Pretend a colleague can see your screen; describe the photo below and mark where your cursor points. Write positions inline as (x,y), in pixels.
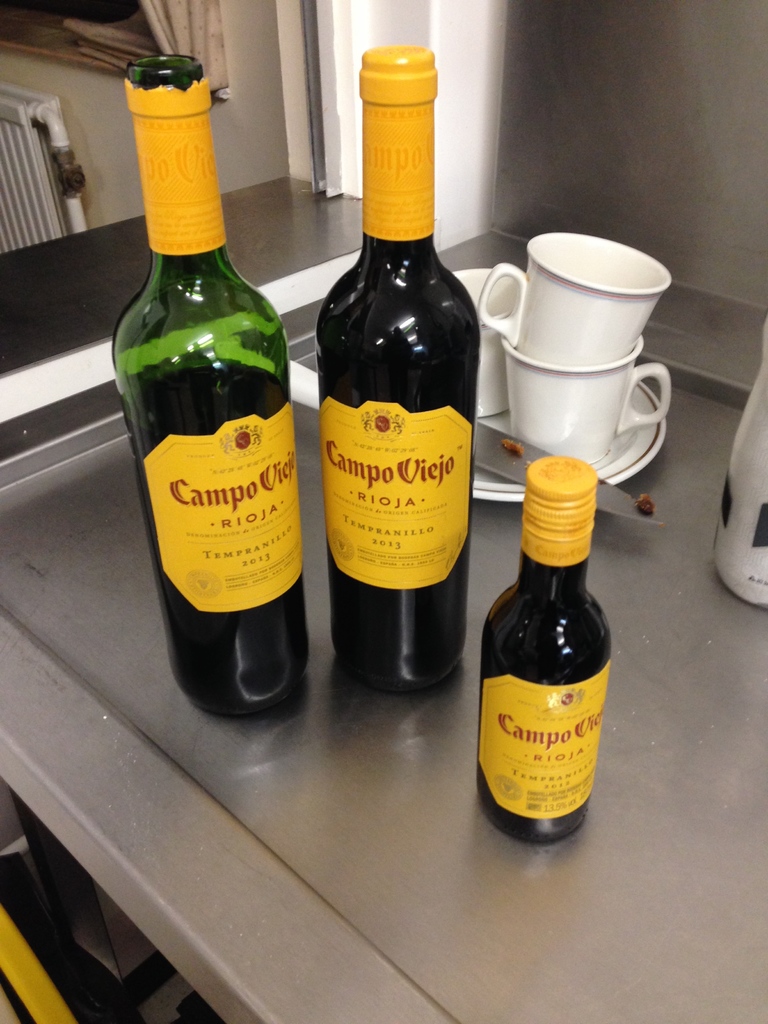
In this picture we can see bottles (507,614), cups (575,312), plates (642,430) and a knife (492,442) on a table (242,819).
